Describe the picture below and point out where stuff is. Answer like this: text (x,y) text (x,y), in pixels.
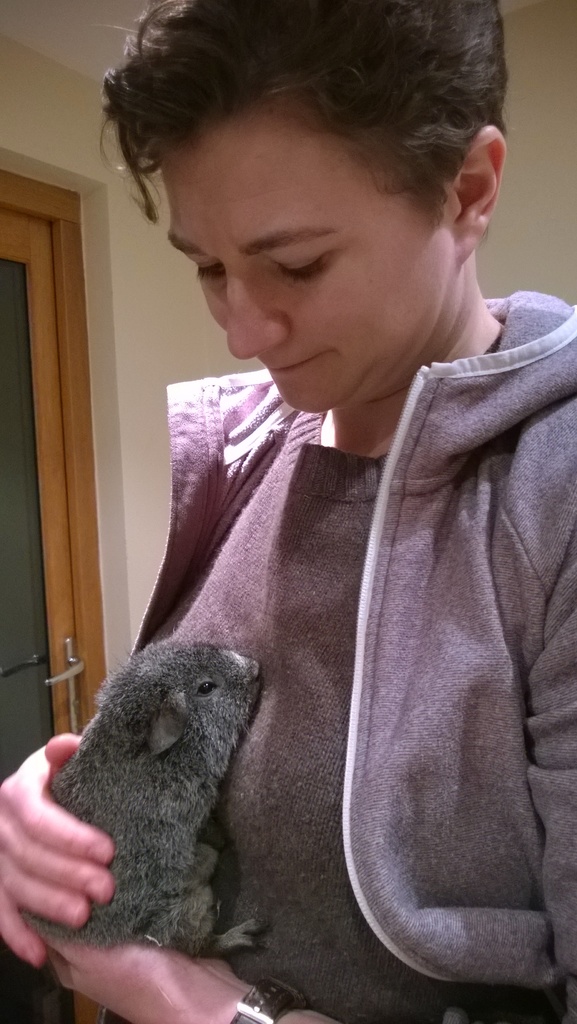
In this picture we can see a person (125,983) is holding an animal (134,829). Behind the person (232,424), there is a wall (110,490) and a door (58,607).
